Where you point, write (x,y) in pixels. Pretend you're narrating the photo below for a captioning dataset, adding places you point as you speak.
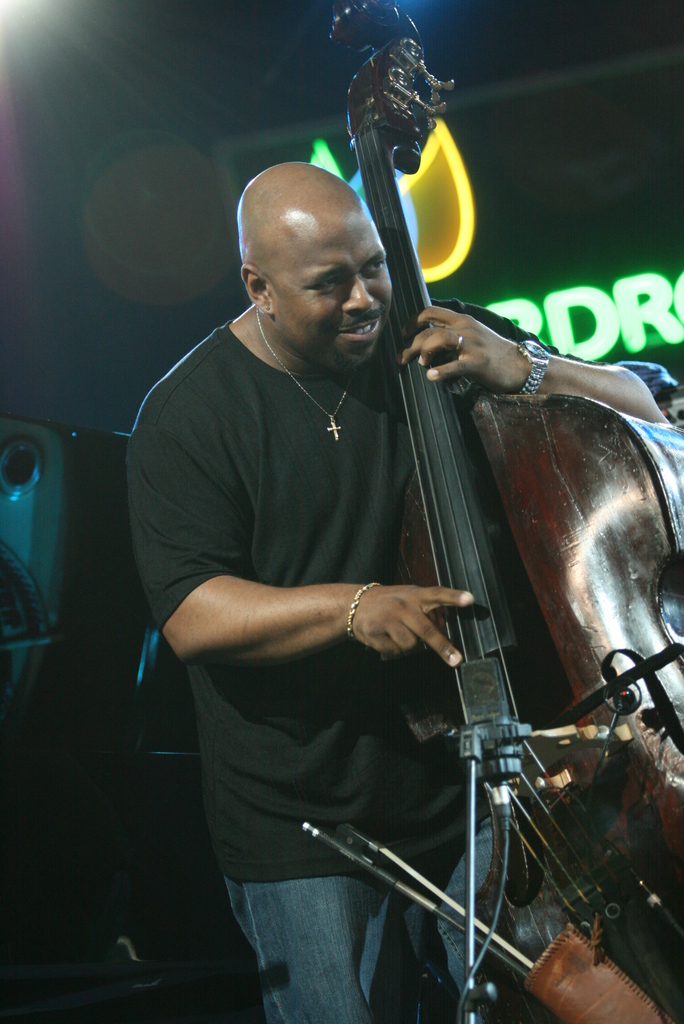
Here we can see a person (304,197) standing, and he is wearing a black color t-shirt (284,445), and holding a double bass (480,469) in his hands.
